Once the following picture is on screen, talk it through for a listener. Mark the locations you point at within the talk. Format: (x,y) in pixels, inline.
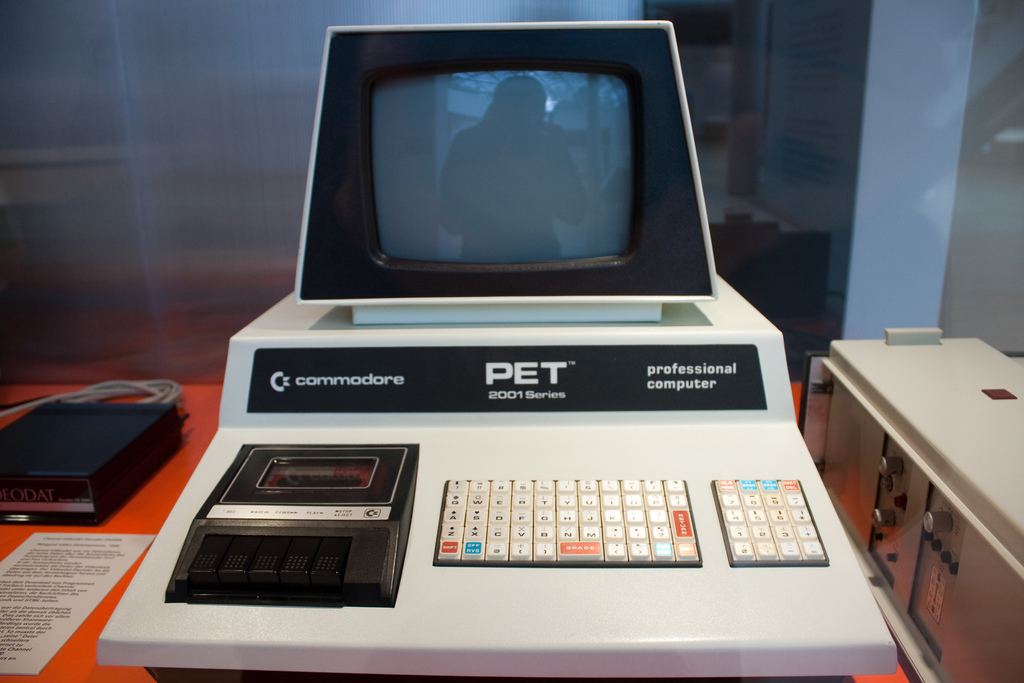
Background (759,25) portion of the picture is blur. In this picture we can see a device (170,629) and a platform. We can see the reflection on a screen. On the right (871,410) and left side of the picture (23,416) we can see the devices (962,447). We can see a paper note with some information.
